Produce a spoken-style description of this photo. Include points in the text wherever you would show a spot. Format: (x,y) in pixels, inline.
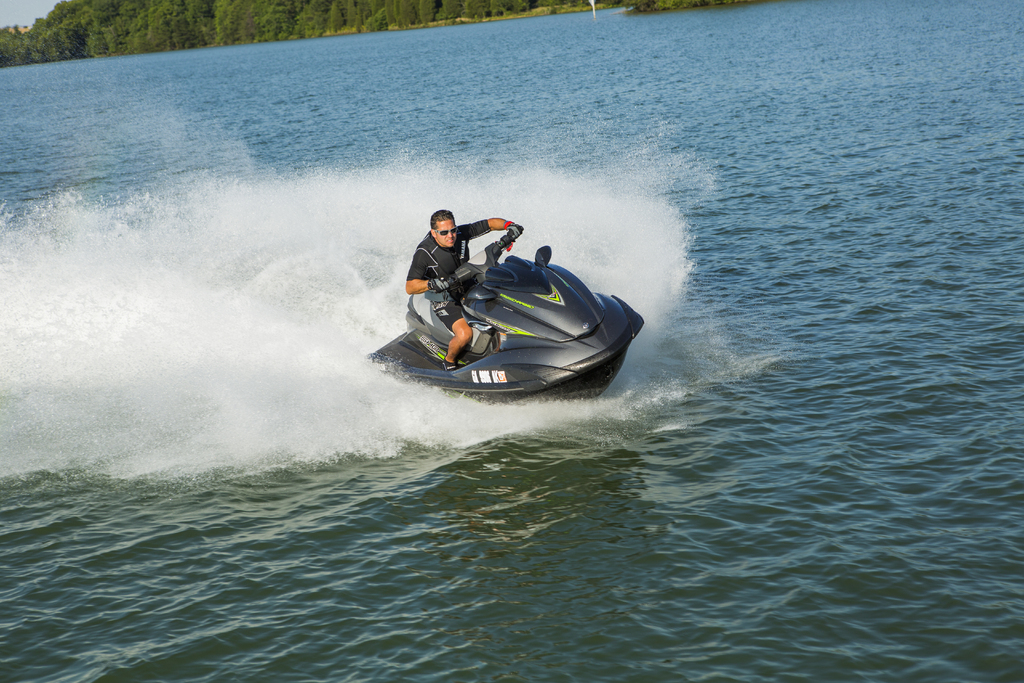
In this picture we can see a man (417,258) riding a jet ski (527,309) on water (866,352) and in the background (60,30) we can see trees (153,42) and the sky (23,15).
